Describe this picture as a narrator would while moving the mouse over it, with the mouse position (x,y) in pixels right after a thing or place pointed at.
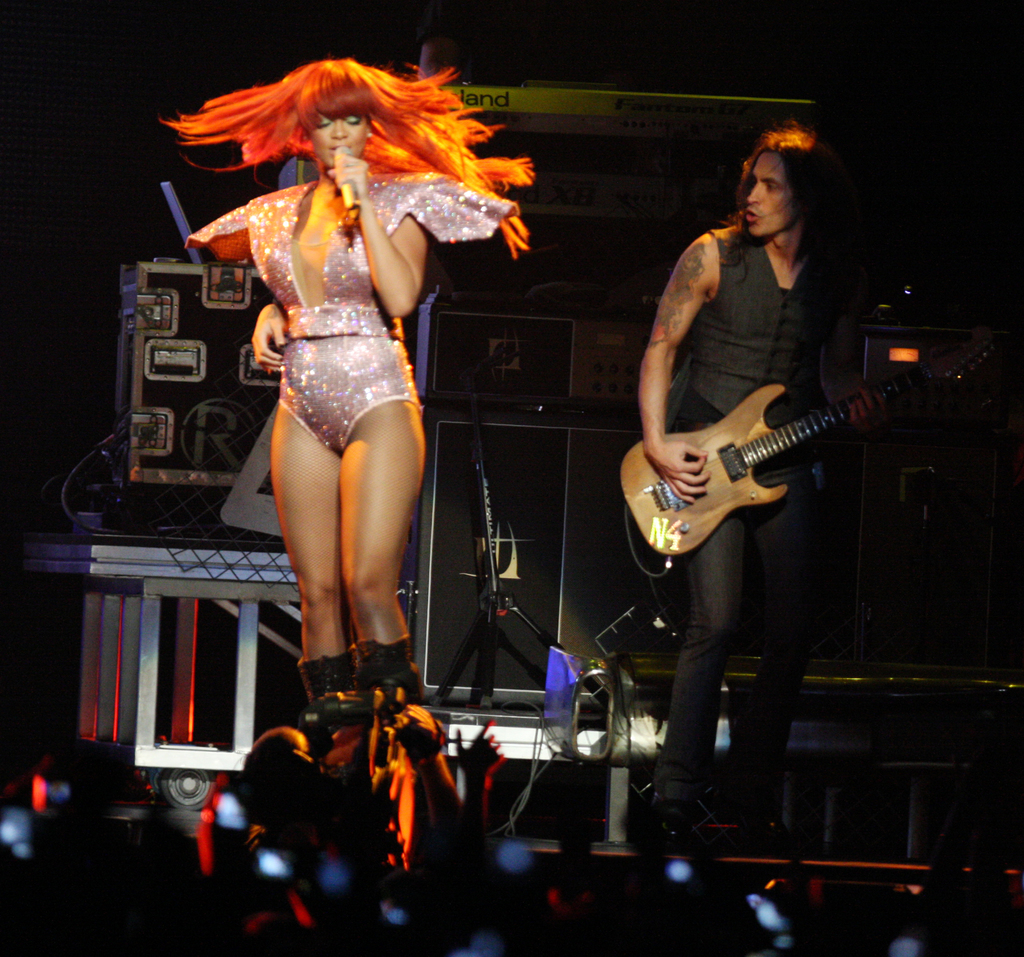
In this picture we can see woman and man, woman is singing the song in microphone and man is holding a guitar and playing it. In the background (517,603) we can find some music box (533,608), stand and in the front of them there are people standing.
